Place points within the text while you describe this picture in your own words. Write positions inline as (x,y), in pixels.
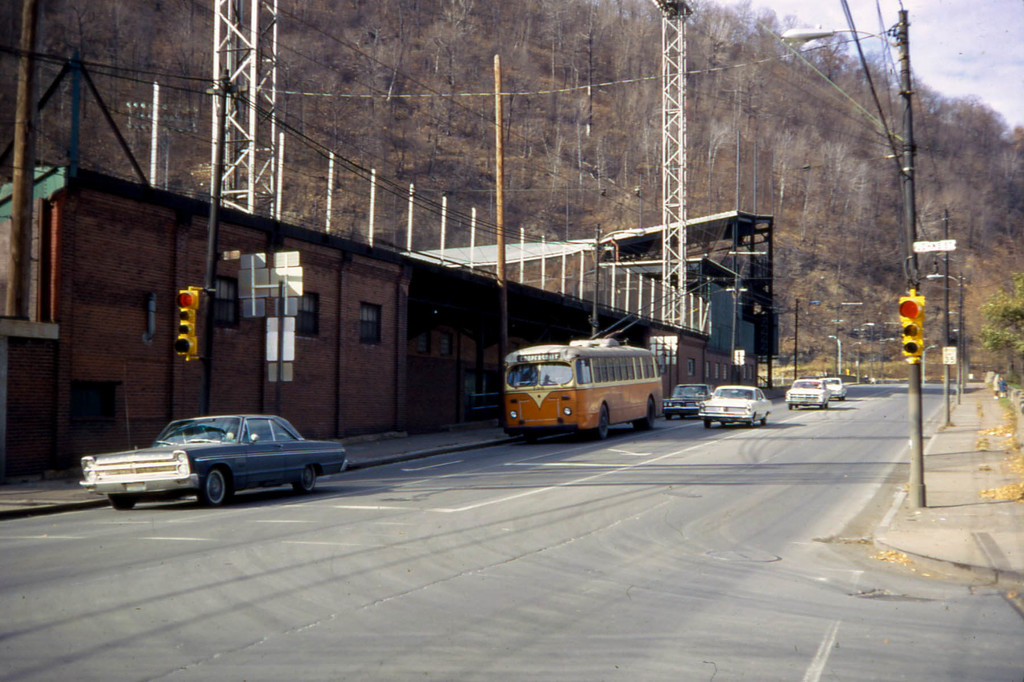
In this image I can see the road (508,518), few vehicles (514,423) on the road (331,478), the sidewalk (1014,461), few poles (962,344) on the sidewalk (959,474), a traffic signal (919,303) and a building (367,372). I can see few metal towers (668,202), a mountain (518,120) and few trees (613,124) on the mountain (871,206). In the background (969,69) I can see the sky (961,38).
